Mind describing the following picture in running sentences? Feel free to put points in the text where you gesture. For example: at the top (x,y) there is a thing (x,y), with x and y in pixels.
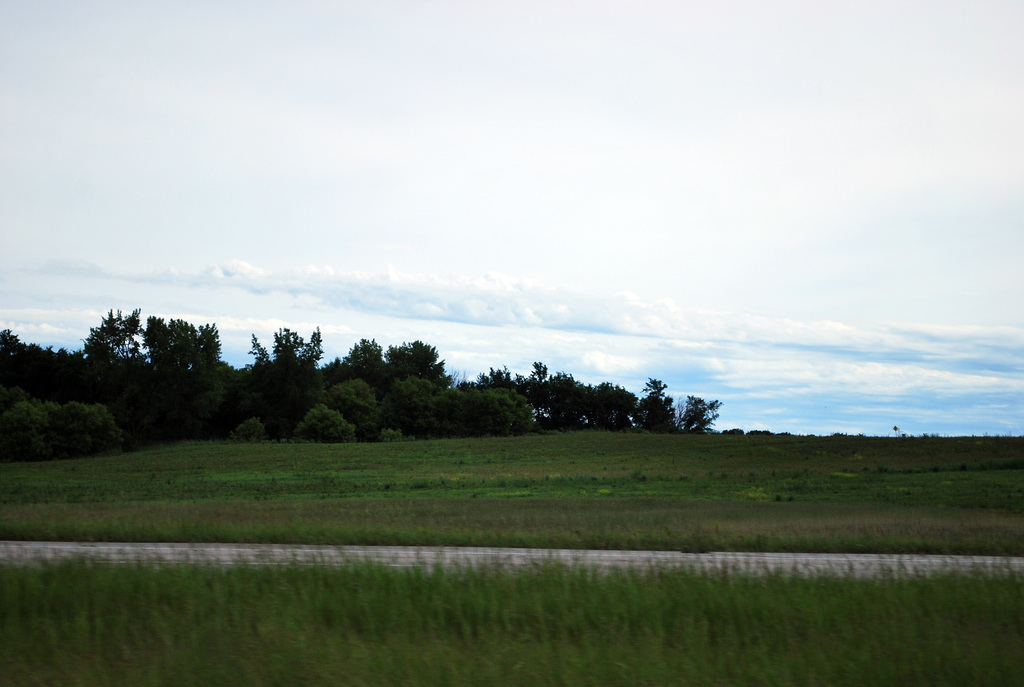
We can see grass (868,537). In the background (430,414) we can see trees (540,402) and sky (675,338) with clouds (1012,326).
